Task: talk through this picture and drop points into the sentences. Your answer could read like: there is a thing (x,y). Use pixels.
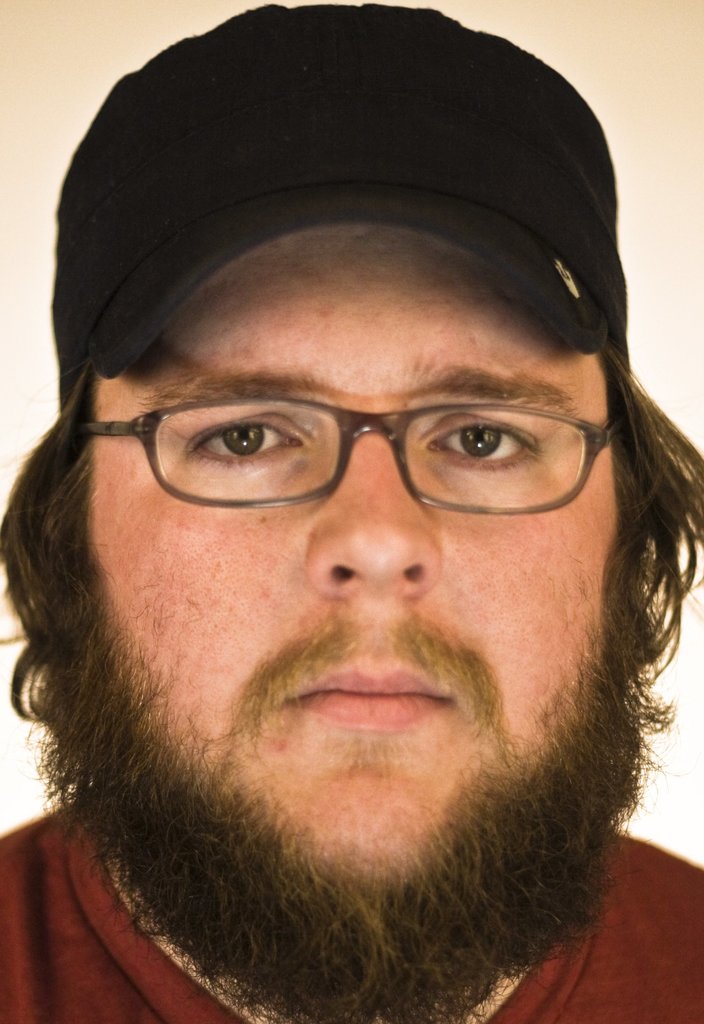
In this image we can see the head (593,900) of a man (169,837). He is wearing a red color T-shirt (184,1003). Here we can see a cap (476,84) on his head (219,904). Here we can see the spectacles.
